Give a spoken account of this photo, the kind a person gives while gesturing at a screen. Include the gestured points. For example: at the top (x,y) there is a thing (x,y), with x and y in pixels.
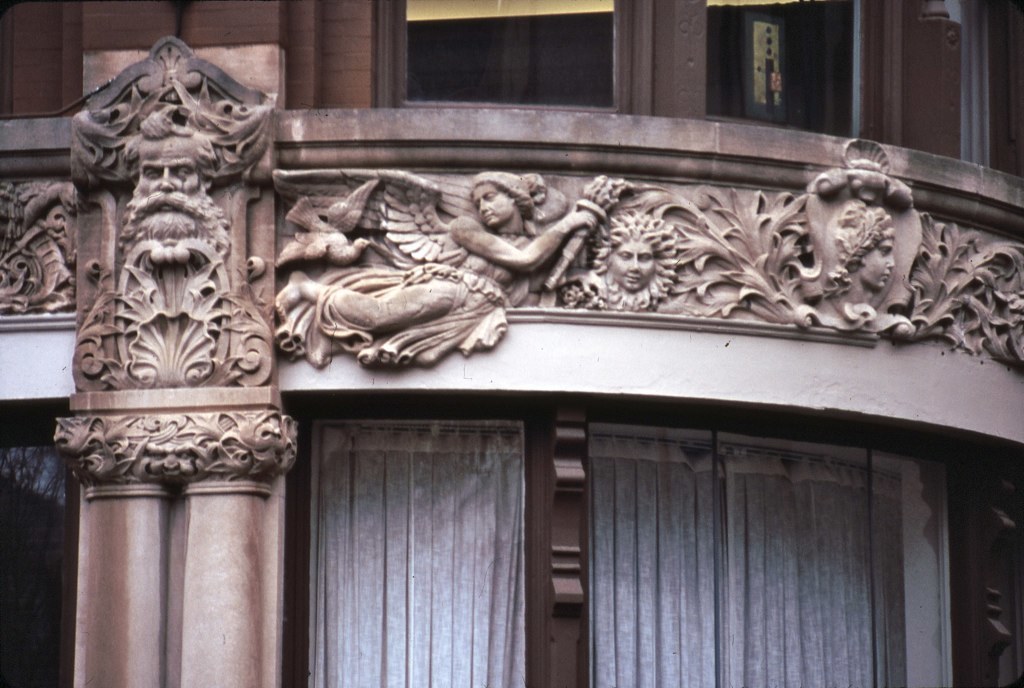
In this picture we can see a sculpture (624,213) on the wall (809,165). In the background of the image (383,545) we can see wall (909,70), windows (485,47) are present.
